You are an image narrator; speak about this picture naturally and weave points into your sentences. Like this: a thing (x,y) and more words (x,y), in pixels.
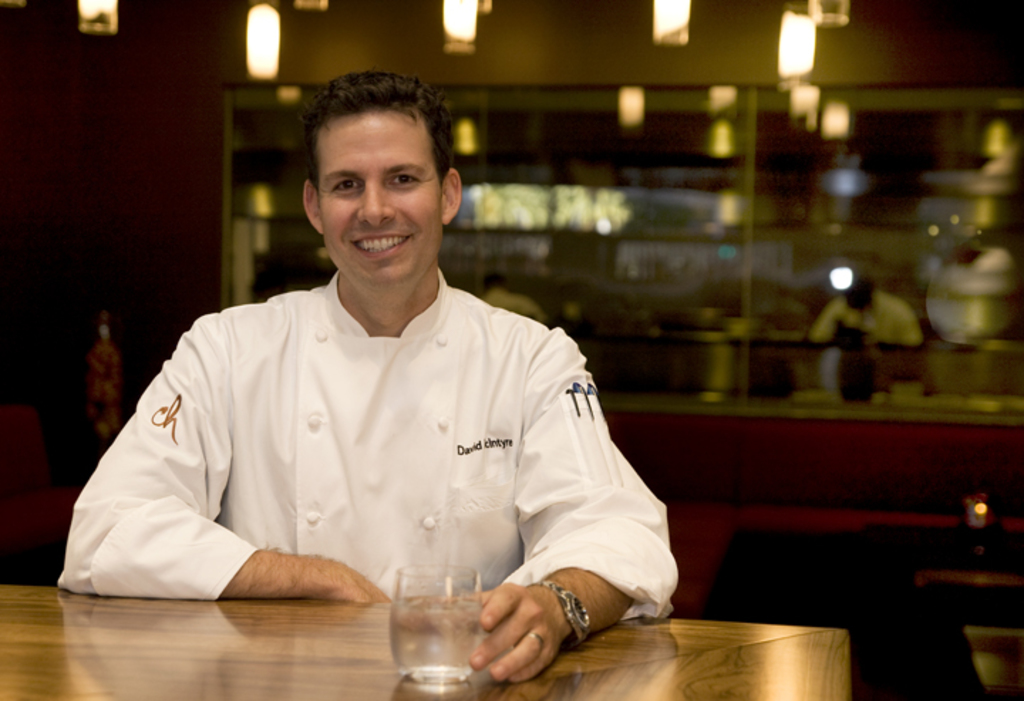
In this image we can see a person (427,404). In the background of the image (521,55) there are lights (451,46), wall (757,45), persons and other objects (744,238). At the bottom of the image (387,619) there is the glass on the wooden surface (252,608).
